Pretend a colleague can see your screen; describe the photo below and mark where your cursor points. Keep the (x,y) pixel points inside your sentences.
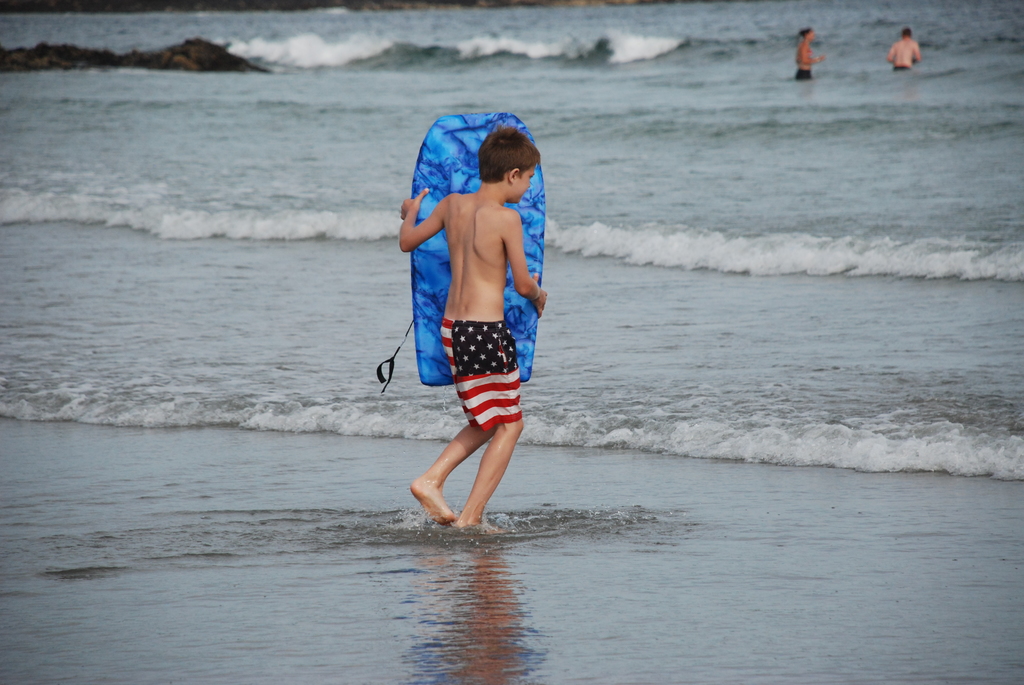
In this image, there are a few people (491,199). Among them, we can see a person (491,212) holding an object (464,159). We can also see some water (548,197) and the ground (574,547).
